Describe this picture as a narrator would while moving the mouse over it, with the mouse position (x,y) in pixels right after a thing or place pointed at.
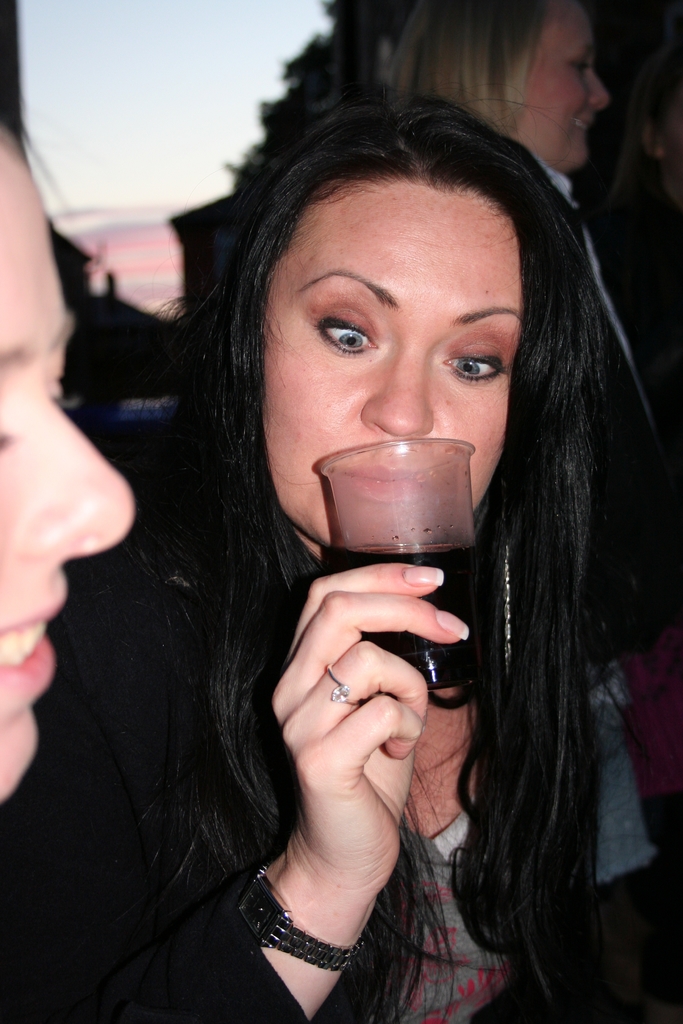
In this image we can see a woman (342,450) holding a glass (334,466) with liquid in it. In the background (663,413) we can see persons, clouds (169,260) in the sky (195,152) and trees (264,159). On the left side (42,357) we can see persons face (18,334).
